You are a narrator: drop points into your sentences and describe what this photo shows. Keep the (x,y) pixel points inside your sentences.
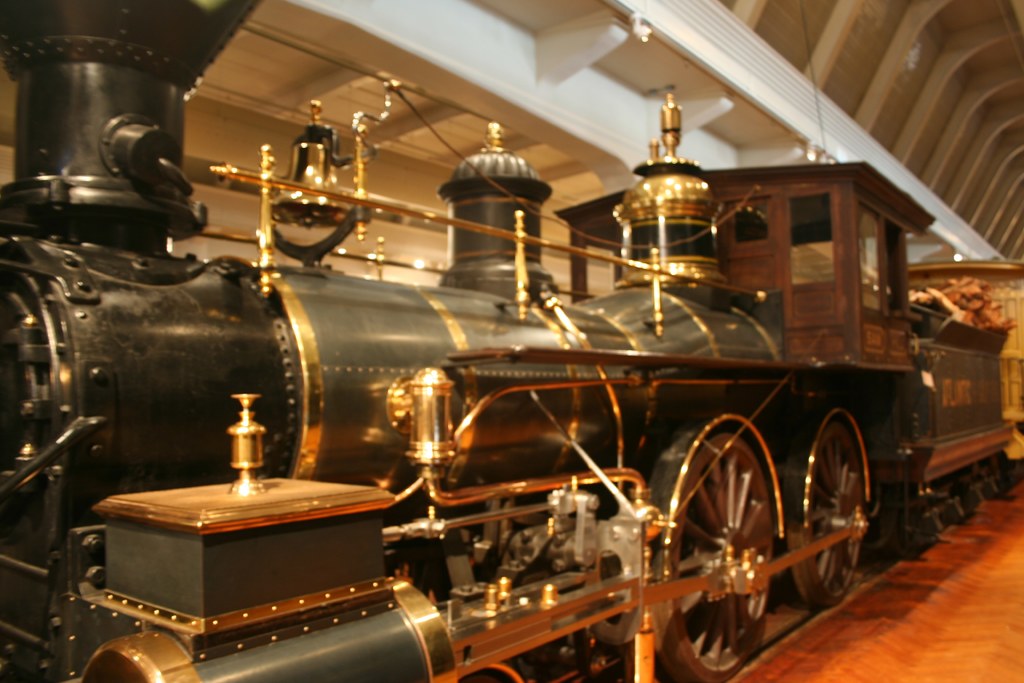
In the image I can see a train (605,328) which is under the roof (770,31).
